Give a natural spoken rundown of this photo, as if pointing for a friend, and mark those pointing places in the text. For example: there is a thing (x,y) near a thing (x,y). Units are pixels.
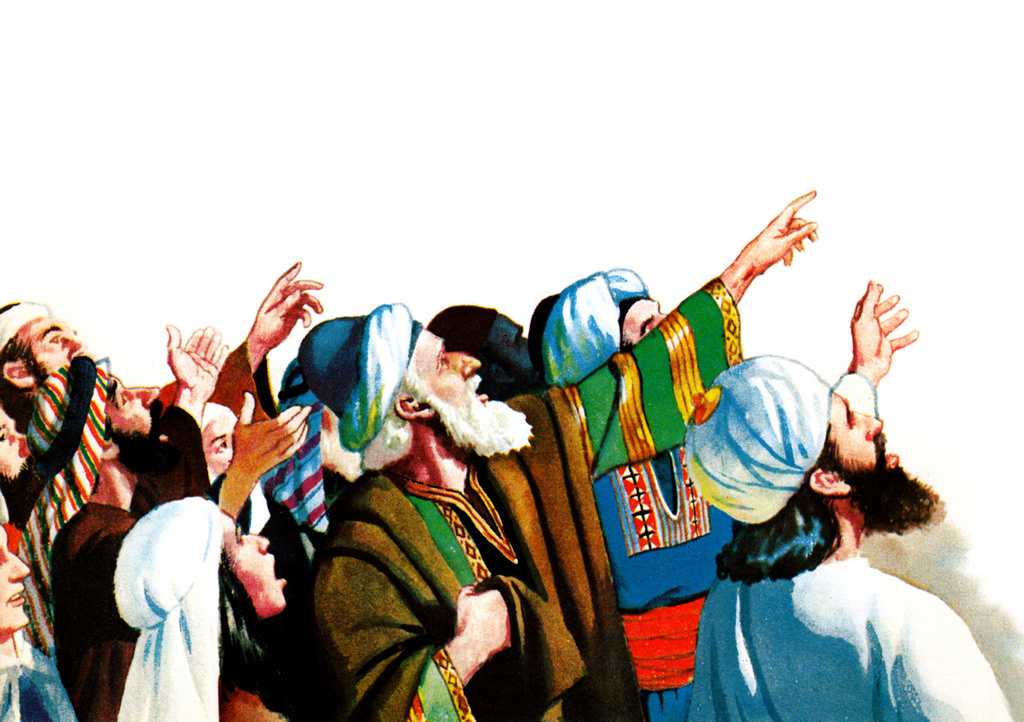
As we can see in the image there is painting (482,537) of few people (366,482).
